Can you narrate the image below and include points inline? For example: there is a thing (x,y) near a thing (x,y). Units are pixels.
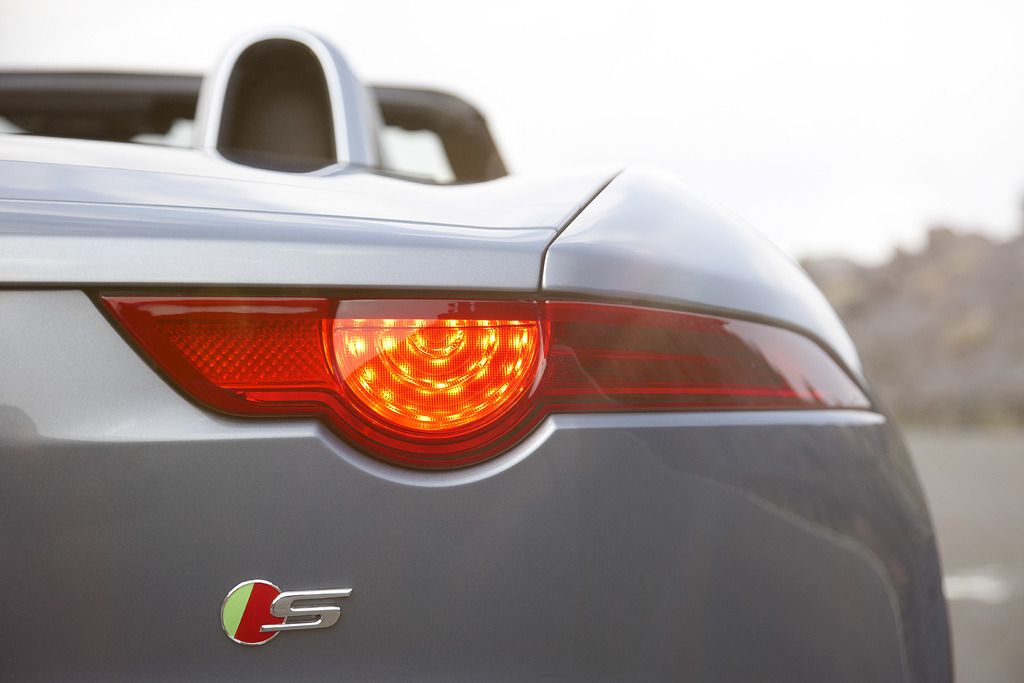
In this picture, we can see back side view of a vehicle (454,422), and we can see the blurred background (974,581).
